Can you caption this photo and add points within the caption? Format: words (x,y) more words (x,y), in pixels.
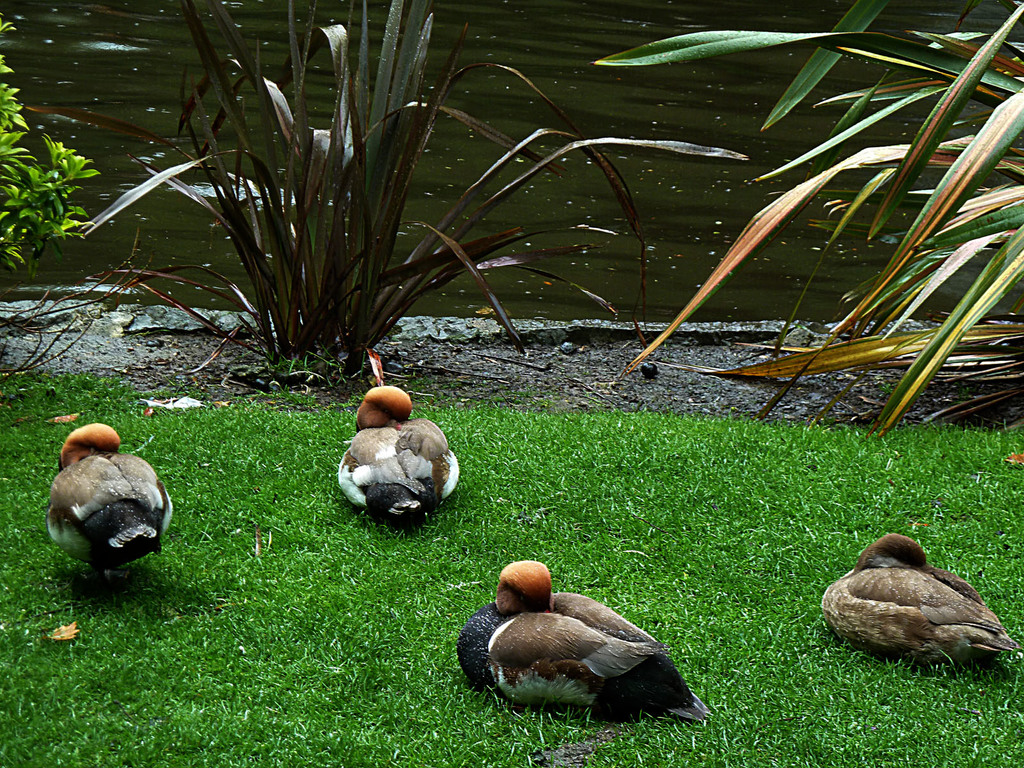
In this image at the bottom (671,619) there are some birds (148,510) and grass (843,542), and in the background (412,183) there are some plants (263,225) and a river (474,236).
